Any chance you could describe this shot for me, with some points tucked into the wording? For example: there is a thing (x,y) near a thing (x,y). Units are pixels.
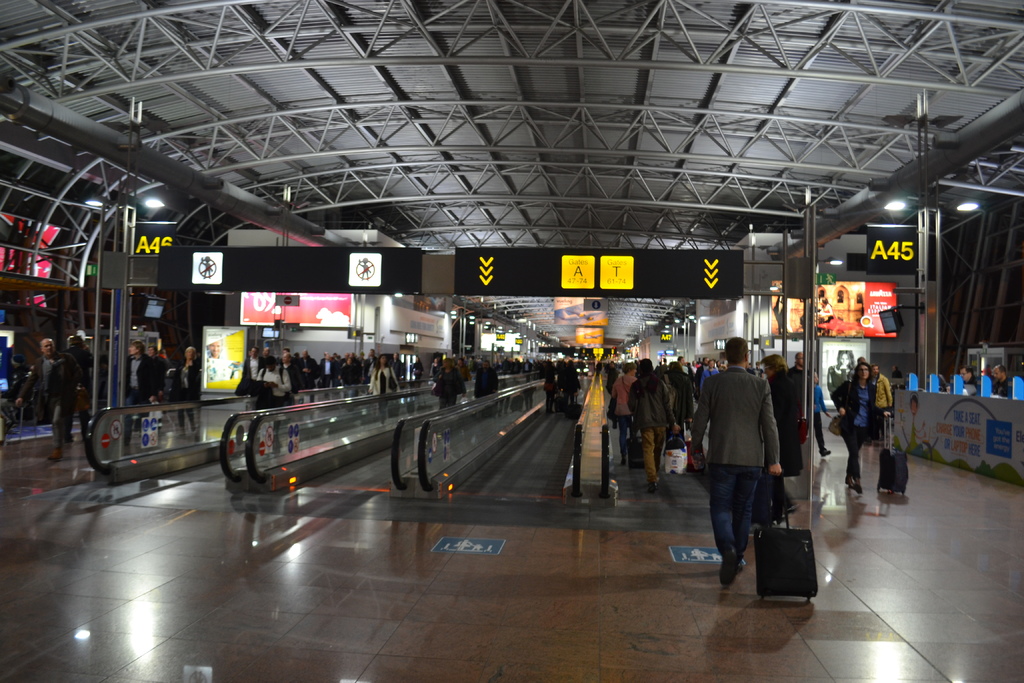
In this image there are a few people (705,403) walking around with luggage bags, in front of the image there are escalators (496,393) with sign boards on it, besides the escalator (470,411) there are counters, display boards (835,290) on the walls (828,254). At the top of the image (533,44) there are lamps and metal roof (614,155) with metal rods (348,152). On the surface (528,591) there are sign boards (682,559).
